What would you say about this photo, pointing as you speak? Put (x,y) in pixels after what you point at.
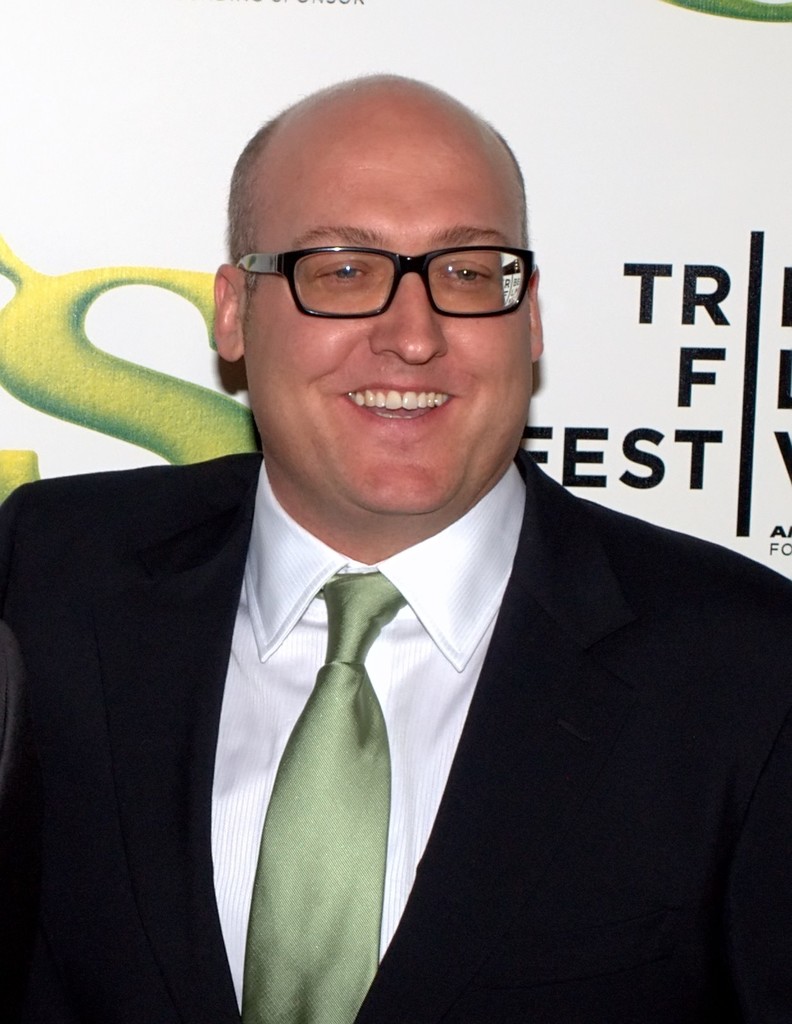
In this picture we can see a man (521,661) is smiling, he wore a suit (560,710) and spectacles (435,308), in the background (770,420) we can see some text (747,411).
